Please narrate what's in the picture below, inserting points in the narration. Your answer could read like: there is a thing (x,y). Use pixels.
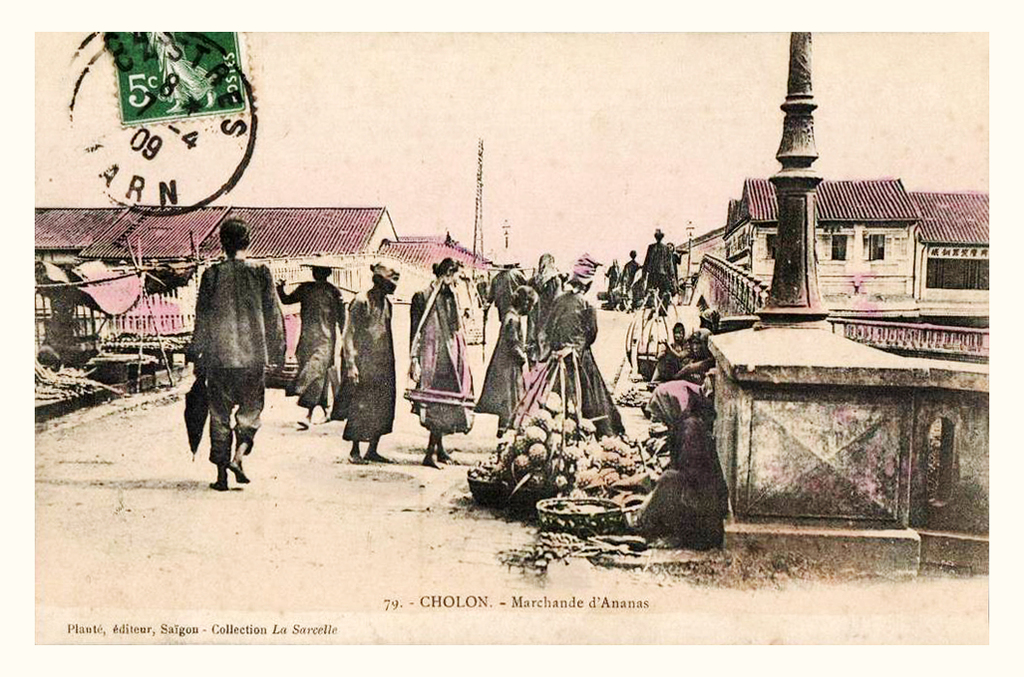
It looks like an edited image, in this image in the center (553,305) there are some persons (442,377) walking and some of them are sitting and selling some vegetables (640,468). On the right side (902,251) and left side (322,242) there are some houses (851,292), poles (482,242) and on the left side (150,119) there is a stamp (175,63). At the bottom of the image (533,599) there is some text (591,605).
